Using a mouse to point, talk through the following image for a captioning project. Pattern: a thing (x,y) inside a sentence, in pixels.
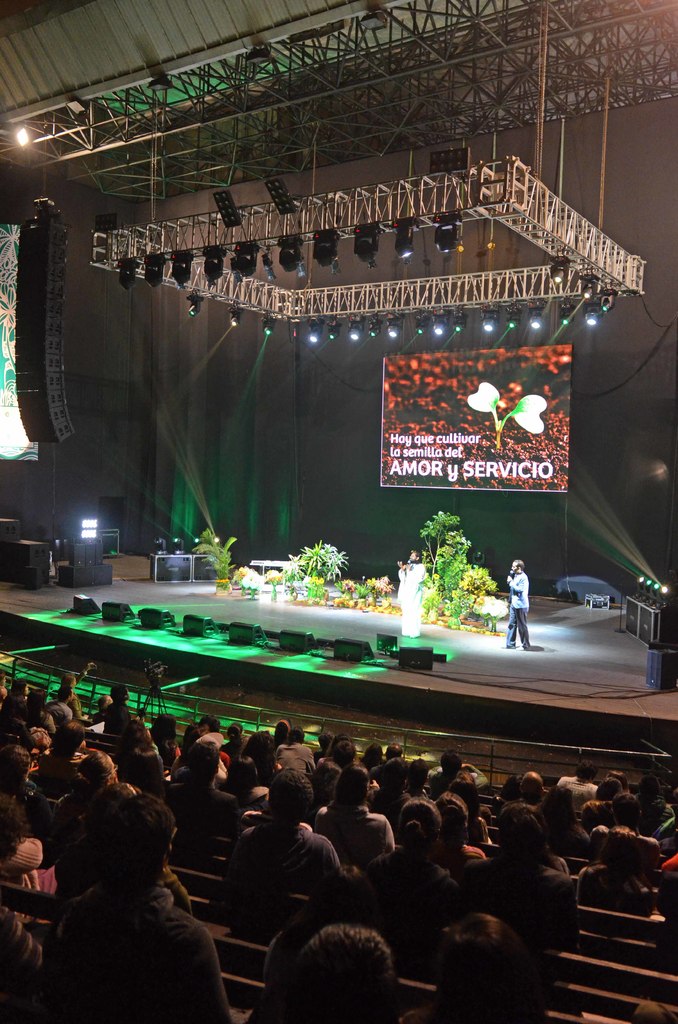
In this image we can see two persons (523,595) on a stage (492,630). On the stage (348,590) we can see few plants (473,592) and we can see lights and banners (468,442). In the foreground (204,795) we can see group of persons (273,822) in an auditorium (188,859).
